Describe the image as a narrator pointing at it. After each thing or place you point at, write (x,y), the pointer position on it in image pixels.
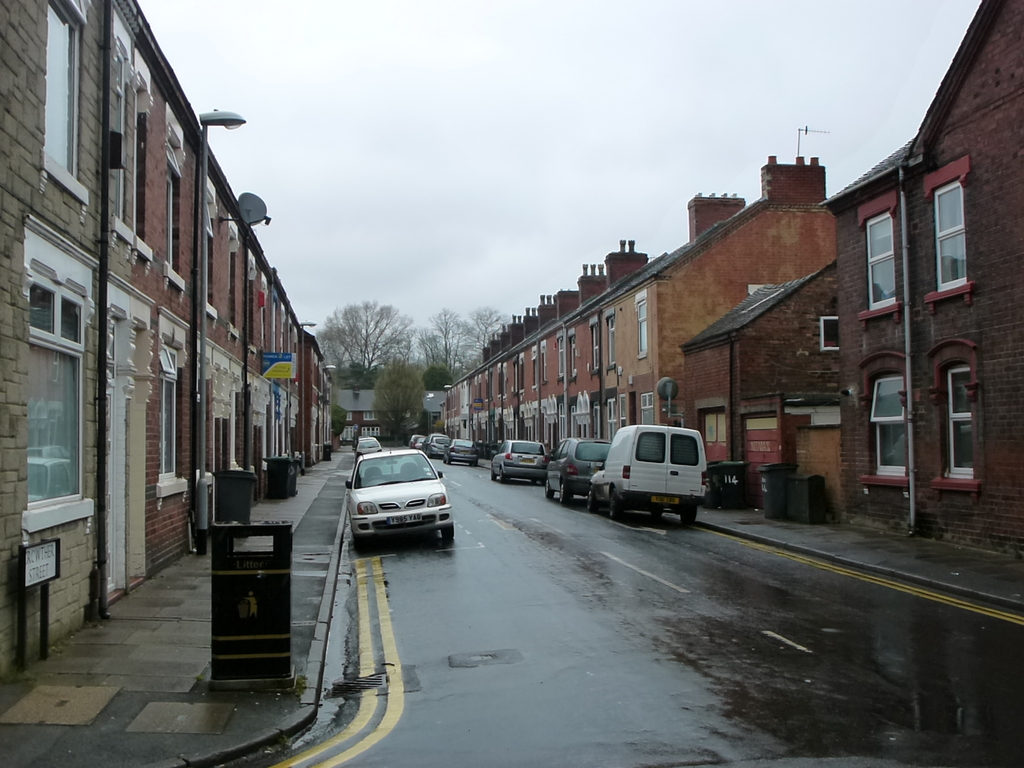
At the top portion of the picture (580,78) we can see the sky (663,120). In the background (412,316) we can see trees (487,319). In this picture we can see buildings (541,354), windows (61,354), boards (271,360). We can see vehicles (594,475) on the road (490,556). There are trash cans (783,480) near to the buildings (14,577).
